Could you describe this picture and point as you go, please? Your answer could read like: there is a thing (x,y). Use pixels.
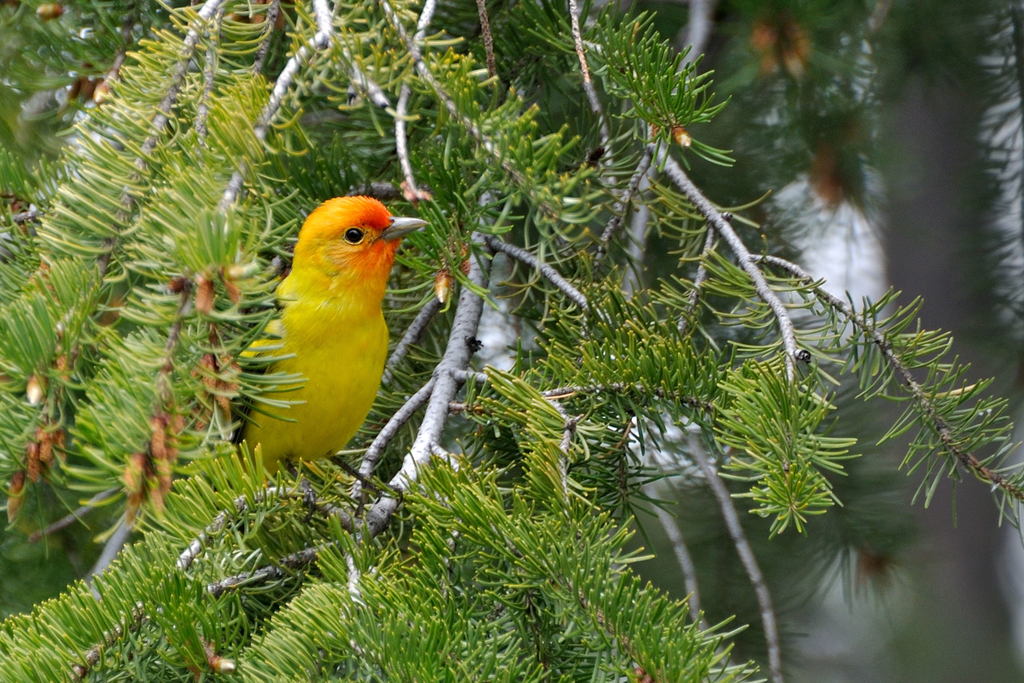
In this picture I can see a bird (285,424) on the tree branch (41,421) and I can see leaves (92,604) and looks like water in the back (851,383).
